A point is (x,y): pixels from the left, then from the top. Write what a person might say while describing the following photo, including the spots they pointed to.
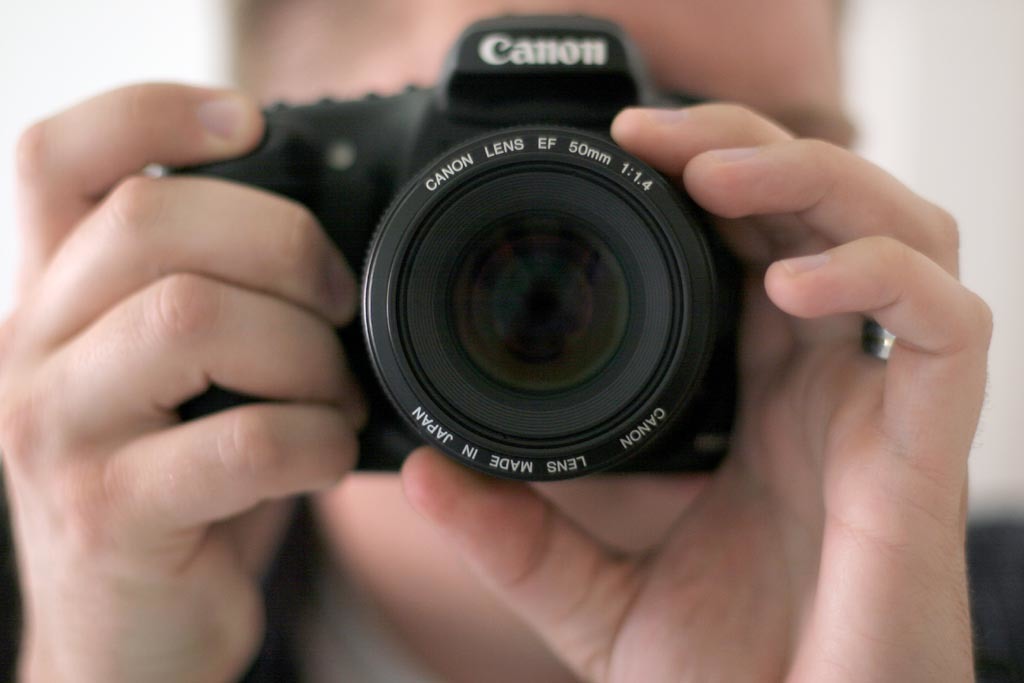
In this image I can see a person (995,602) holding a camera (340,174) and the camera (621,356) is in black color and I can see white color background (126,19).
